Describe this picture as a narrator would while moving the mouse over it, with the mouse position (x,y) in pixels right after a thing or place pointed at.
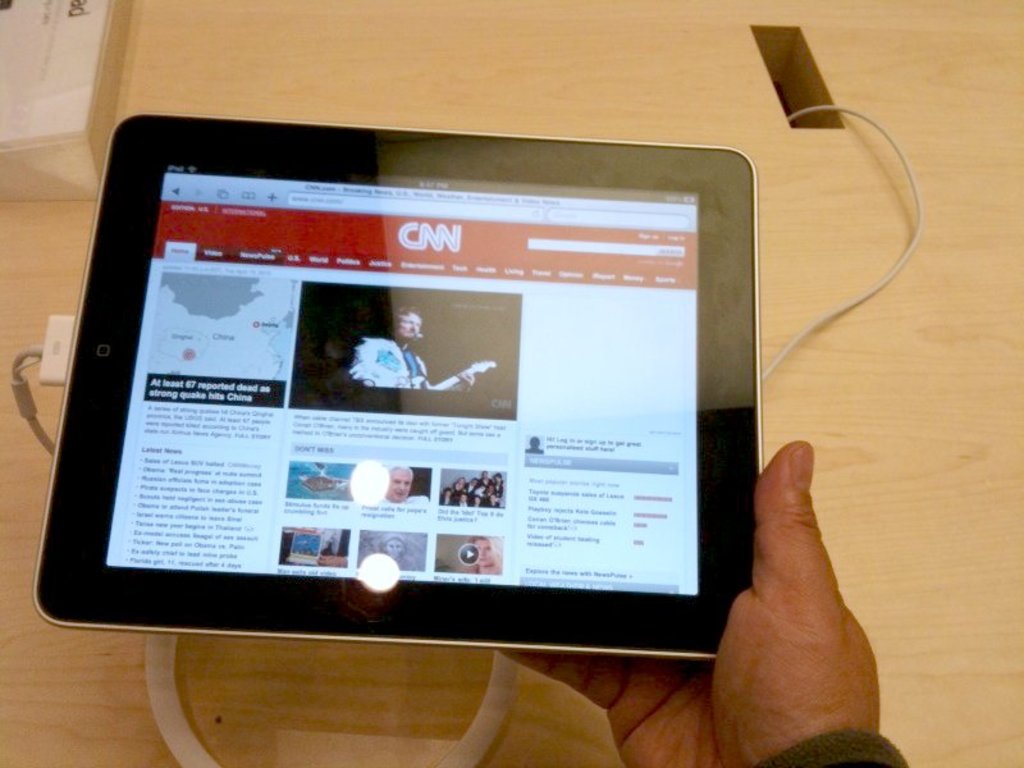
In this image we can see there is a person's hand (670,706) and he is holding a tablet (199,341), which is placed on the table (810,193) and a cable (30,401) connected to it.
